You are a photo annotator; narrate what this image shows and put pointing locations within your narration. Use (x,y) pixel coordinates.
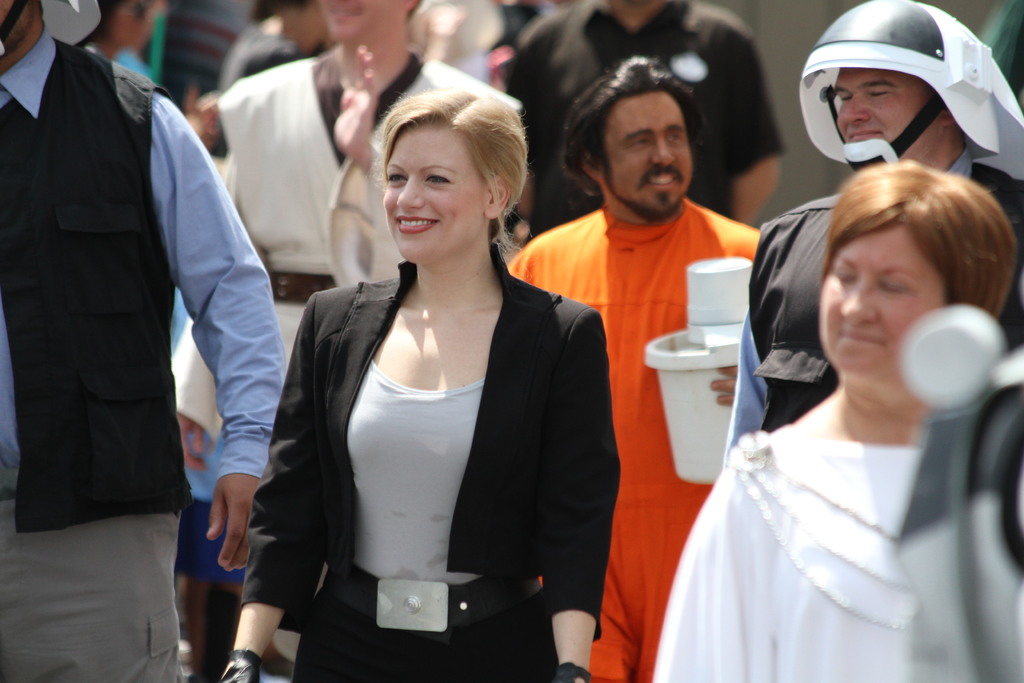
In the middle of the image (357,337) there is a lady (354,347) with black jacket (328,420) and grey t-shirt (416,473) is standing and she is smiling. Behind her there are many people (673,222) standing.
